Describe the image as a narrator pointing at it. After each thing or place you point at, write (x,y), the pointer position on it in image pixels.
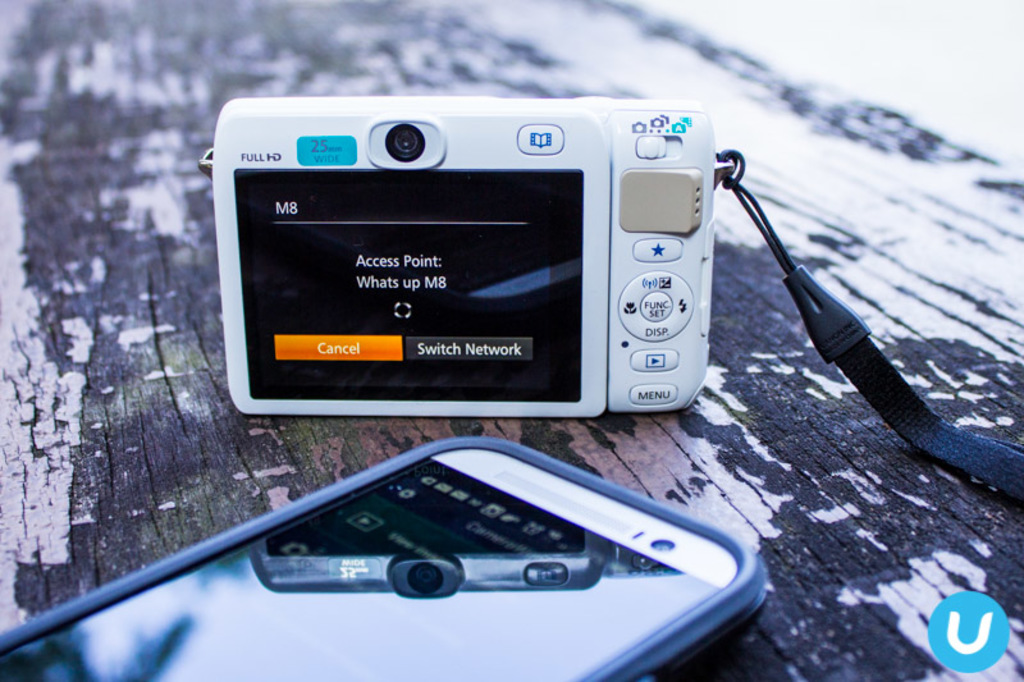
In this image, we can see a camera (429,295) and mobile (435,598) is placed on the wooden surface (779,613). Top of the image (535,22), we can see a blur view. Right side (966,626) bottom corner, there is a logo (950,638). Here we can see some text (322,144), buttons (347,345) and icons (687,122).
